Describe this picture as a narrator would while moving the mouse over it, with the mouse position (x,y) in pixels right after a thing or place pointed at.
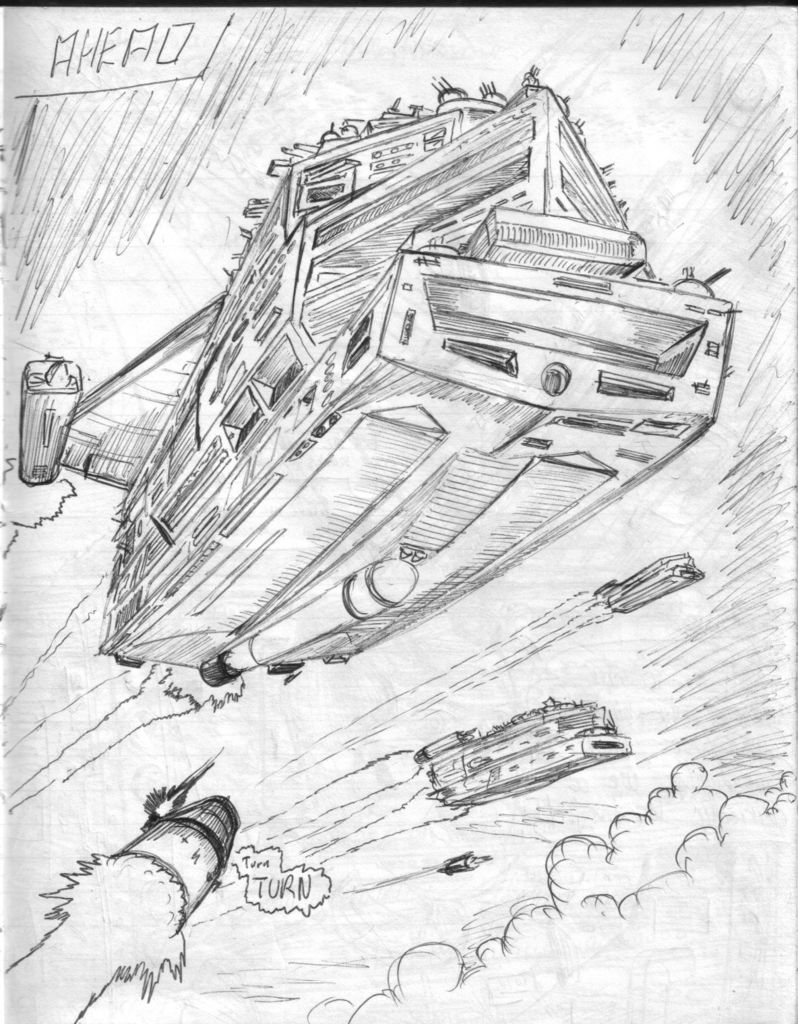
In this picture I can see a drawing (471,261) of spaceships (471,261) in the sky (567,63), on the paper (299,676).
